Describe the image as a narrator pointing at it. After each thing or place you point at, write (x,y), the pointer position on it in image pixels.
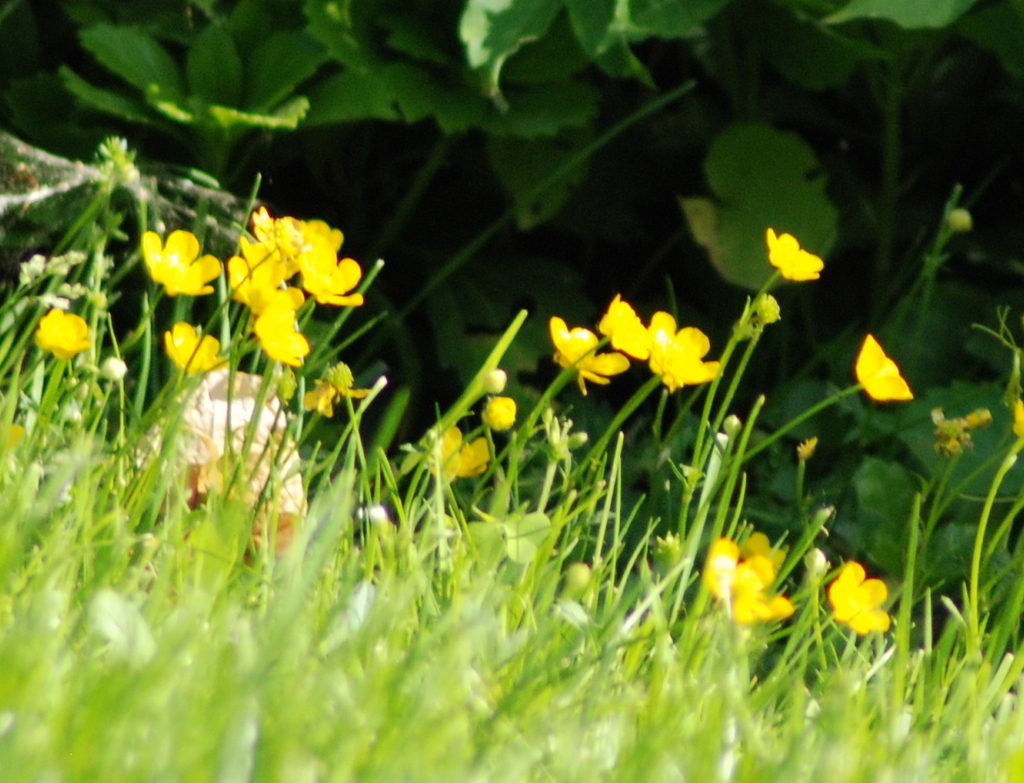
In this image we can see some flowers (889,375), buds (559,443) and stems (662,414). At the bottom of the image (999,759) there is the grass (547,728). In the background of the image (500,232) there are leaves (414,101), stems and other objects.
